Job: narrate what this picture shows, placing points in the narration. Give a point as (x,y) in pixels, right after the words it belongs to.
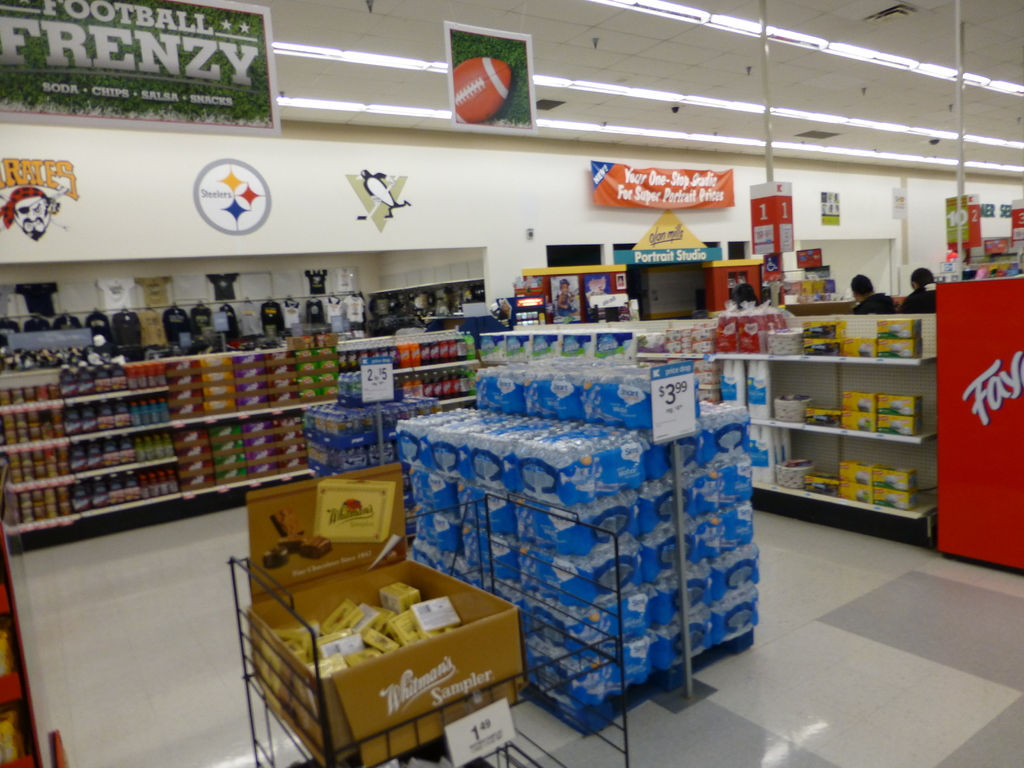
In this picture there are different types of items (561,458) in the racks (421,369), it seems like a shopping mall (723,260), there are lamps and posters (837,204).
